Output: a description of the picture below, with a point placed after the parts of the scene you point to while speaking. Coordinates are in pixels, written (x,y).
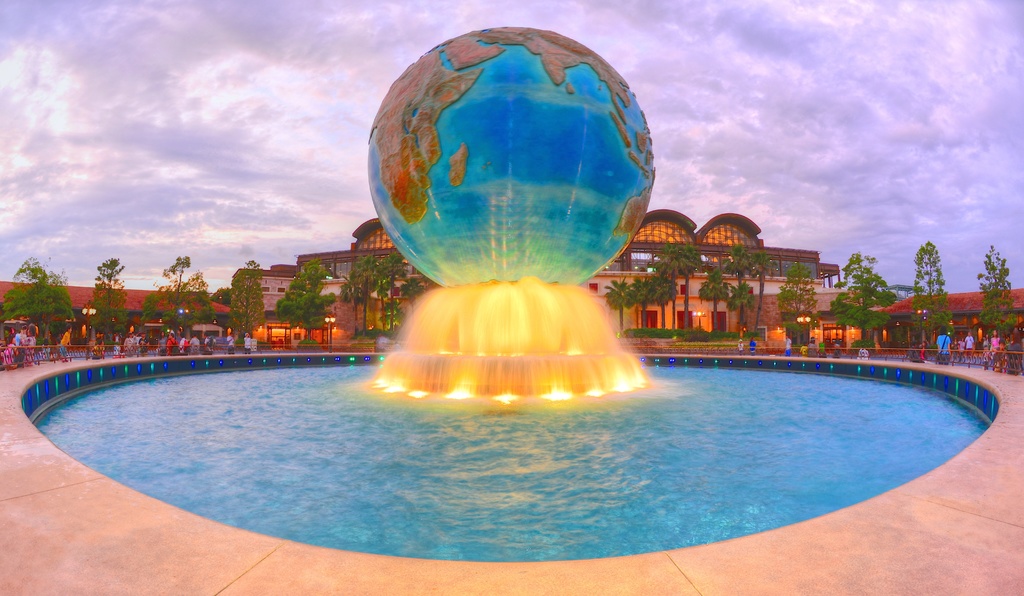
In this picture I can see there is a fountain (593,376), there is a globe (490,152) on it, there is some water (169,417), there is a fence (37,362) around it, there are a few people (64,338) standing around it and there are trees (657,268) in the backdrop (677,261) and there is a building (637,266) and the sky (273,80) is cloudy.
